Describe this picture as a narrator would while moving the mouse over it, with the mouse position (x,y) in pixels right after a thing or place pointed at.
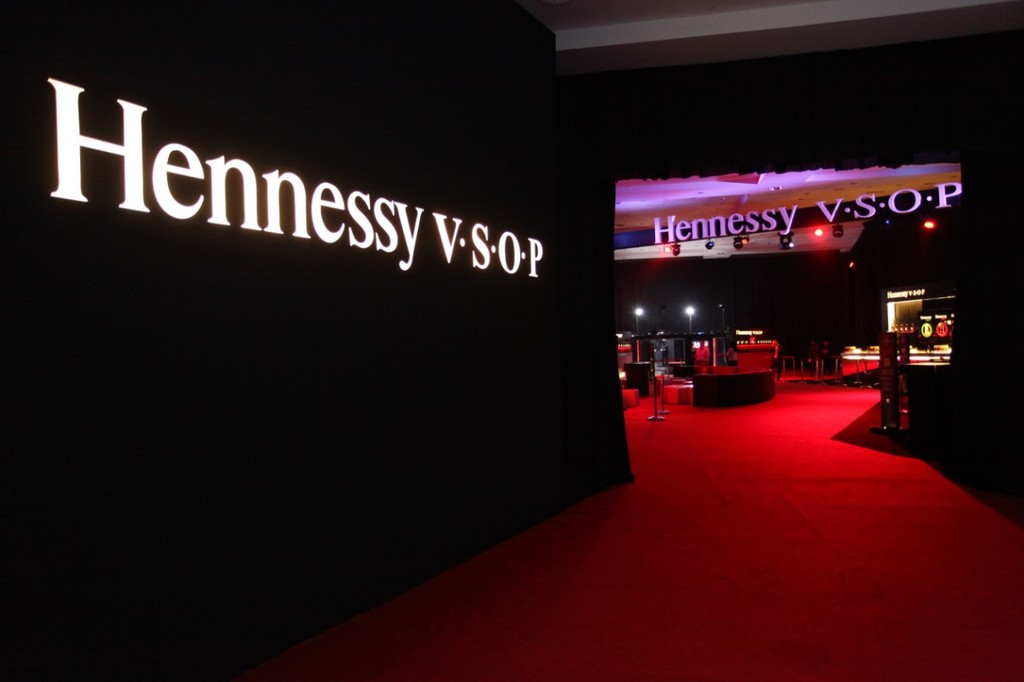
In this picture we can see a red carpet (697,610), lights (930,222), poles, some text (129,176) on a black banner (536,377) and some objects (720,353) and in the background (824,277) it is dark.
